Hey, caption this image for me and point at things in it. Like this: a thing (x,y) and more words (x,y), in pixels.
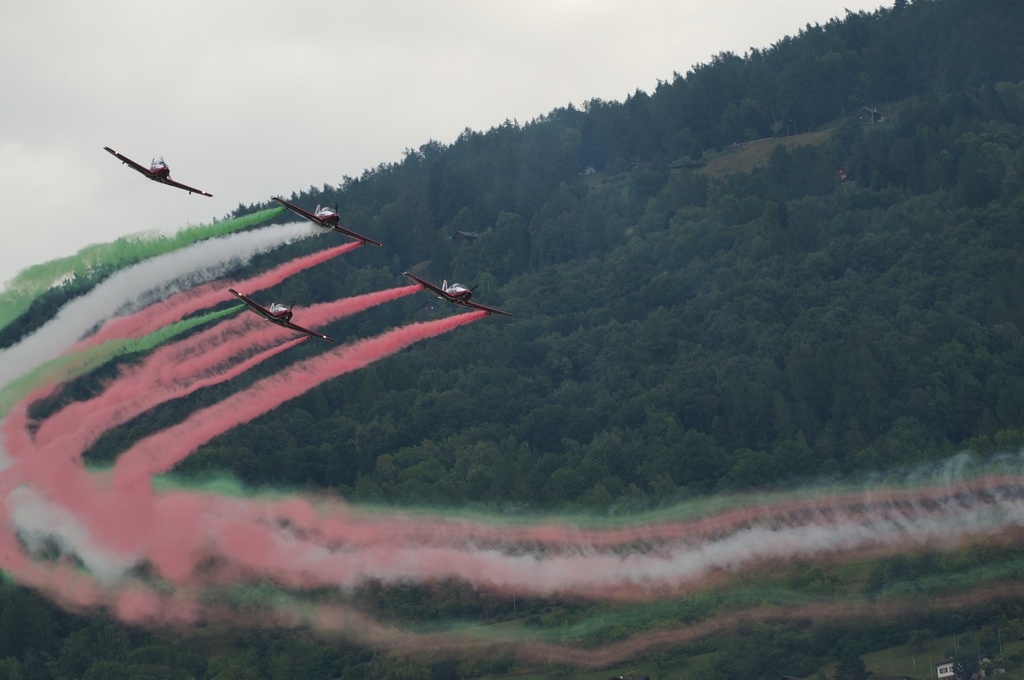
In this picture we can see few planes (274,322) in the air (237,136), in the background (627,280) we can find few trees (784,235).
